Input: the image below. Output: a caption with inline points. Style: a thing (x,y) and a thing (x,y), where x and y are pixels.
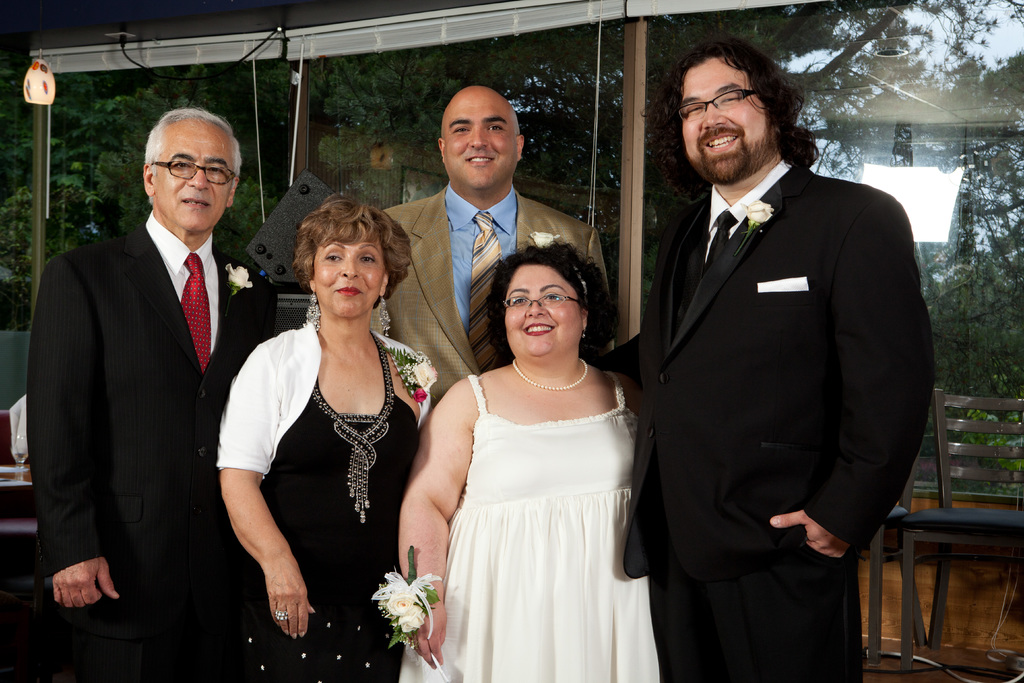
In this picture there are five people (324,325) standing. They all are smiling and posing for picture. All are well dressed. Behind them there are chairs (902,518) and tables (2,486). In the background (121,105) there is window blinds (378,45), trees (388,74), lamps (37,83) and glass (882,72).
